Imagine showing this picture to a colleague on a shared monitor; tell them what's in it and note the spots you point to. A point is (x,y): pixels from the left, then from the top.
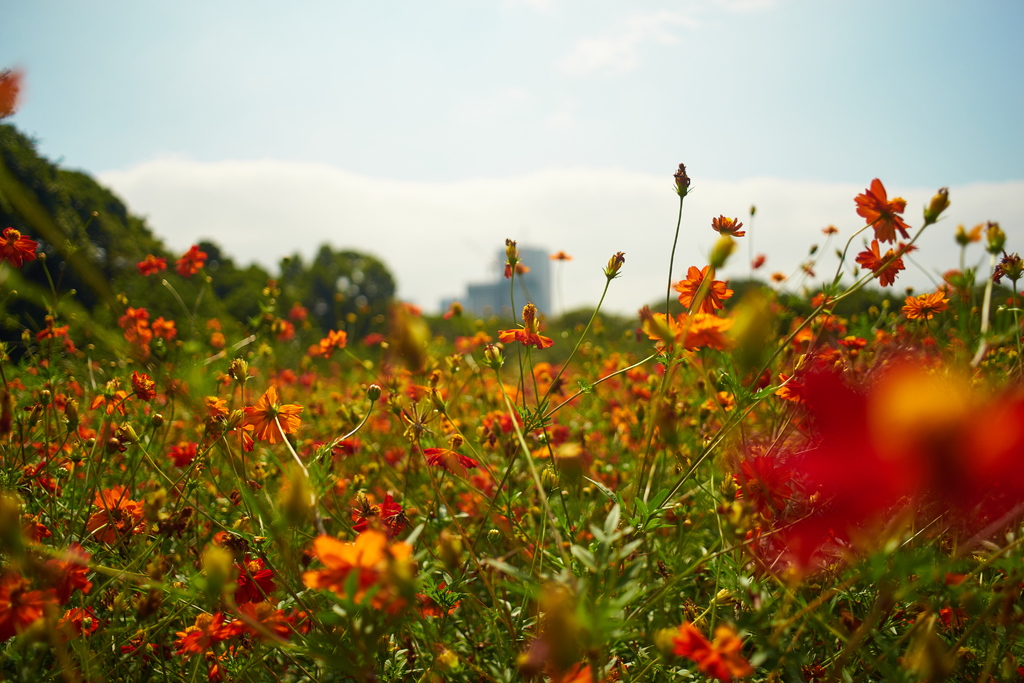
In this image I can see at the bottom (301,570) there are flower plants (553,481), at the top (518,130) it is the sky (544,153).
